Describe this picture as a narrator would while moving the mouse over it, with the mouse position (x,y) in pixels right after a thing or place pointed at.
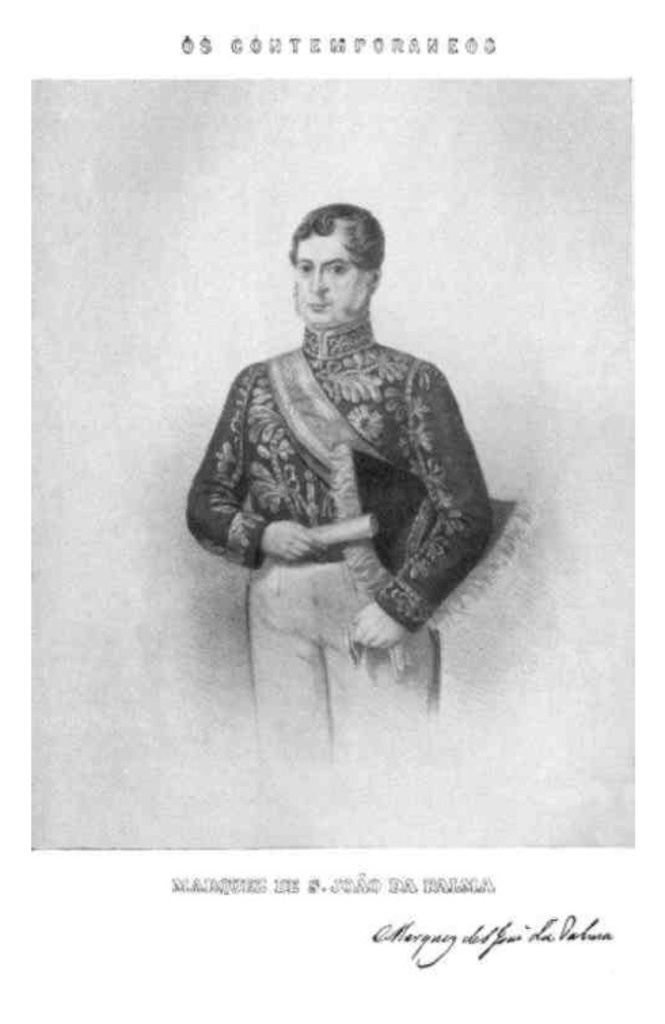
In this picture I can observe sketch of a human (292,404). I can observe text (205,52) in the top (330,35) and bottom of the picture (506,941).
